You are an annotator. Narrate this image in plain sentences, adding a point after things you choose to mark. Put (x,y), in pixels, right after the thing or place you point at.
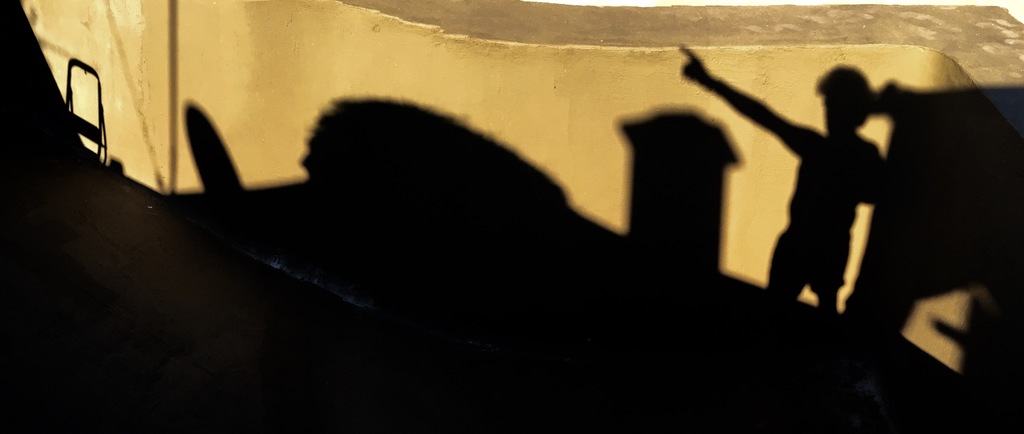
In this picture we can see the shadow (386,281) of an airplane (488,284), person (819,185), chair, pole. At the top of the image (244,17) we can see the wall (621,73).
